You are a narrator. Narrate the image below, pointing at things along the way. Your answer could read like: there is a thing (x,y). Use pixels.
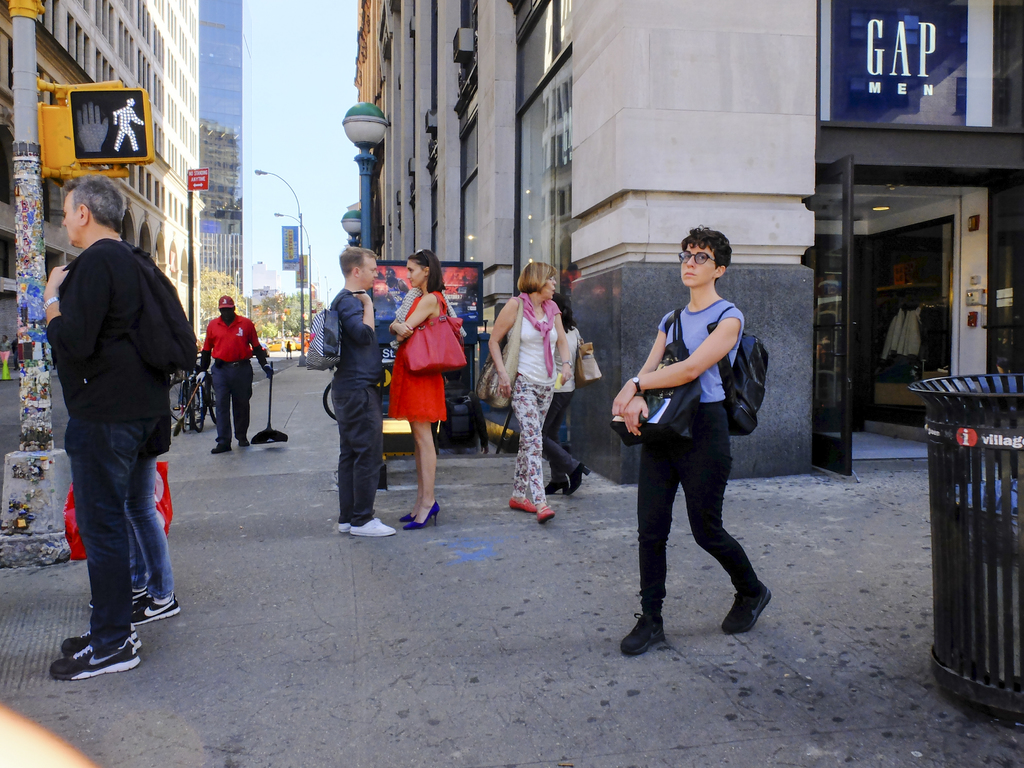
In this picture I can see the path (421,590) in front (332,662), on which there are few people (72,269) standing and I see most of them are carrying bags (679,333). On the right side of this picture (975,661) I can see a bin (949,410). On the left side of this image (27,249) I can see a pole (14,524), on which there are signals (77,122). In the background (188,52) I can see the buildings (226,170), few light poles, trees (304,301) and the sky (326,204). On the top right corner of this picture (831,81) I can see a board (900,56) on which there are words (900,52) written.
